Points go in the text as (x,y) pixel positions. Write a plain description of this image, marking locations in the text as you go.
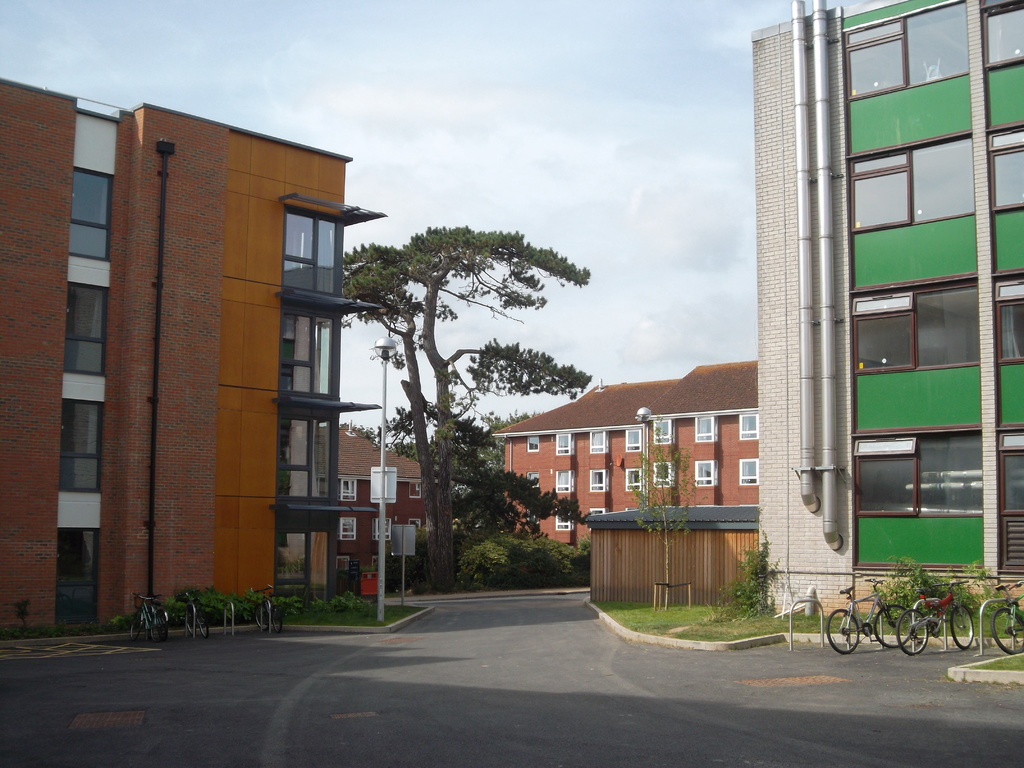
In this image we can see buildings (817,481), here is the window glass (883,497), here is the tree (559,388), here is the grass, here are the bicycles (933,617) on the road (25,713), here are the pipes (821,220), here is the pole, here is the light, at above here is the sky (378,182).
